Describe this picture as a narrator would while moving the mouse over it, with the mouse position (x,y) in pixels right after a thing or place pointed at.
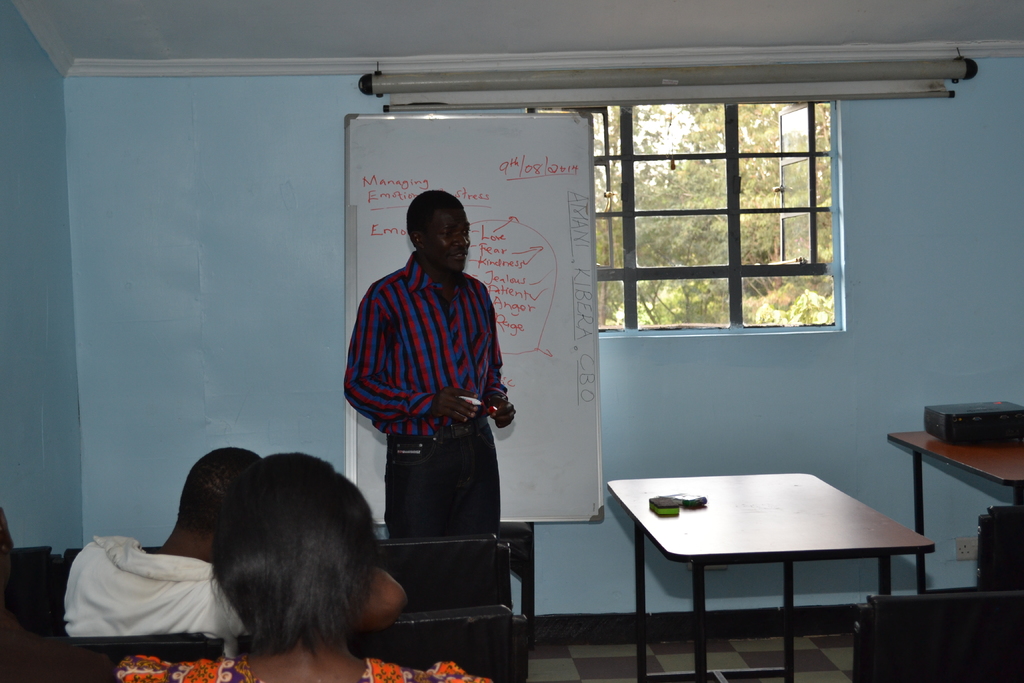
This picture describes about group of people (343,565) few are seated on the chair (455,642), in front of them we can see a man (413,376) is standing and a notice board (504,350), besides to the notice board (590,463) we can find mobile (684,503) on the table (757,492), in the background (654,302) we can see couple of trees (753,235).
